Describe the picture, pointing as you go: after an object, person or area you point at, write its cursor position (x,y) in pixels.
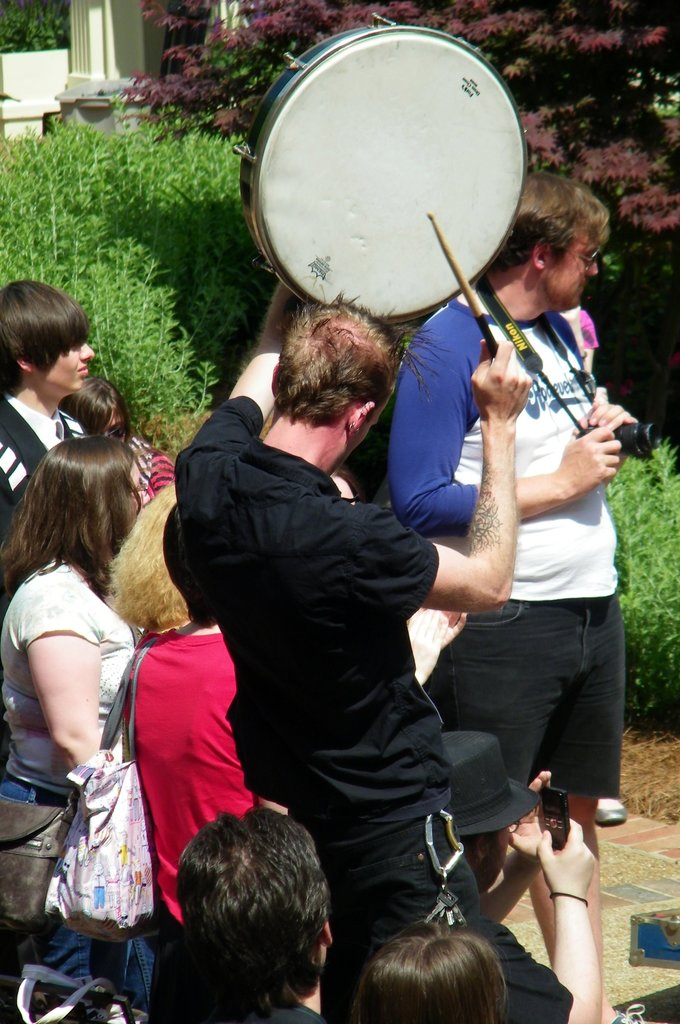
This picture shows a man (227,419) playing drums (362,162) and other man (475,292) standing and holding a camera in his hand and we see few people (142,695) standing on their back (521,953) and we see couple of plants (623,85) around.
